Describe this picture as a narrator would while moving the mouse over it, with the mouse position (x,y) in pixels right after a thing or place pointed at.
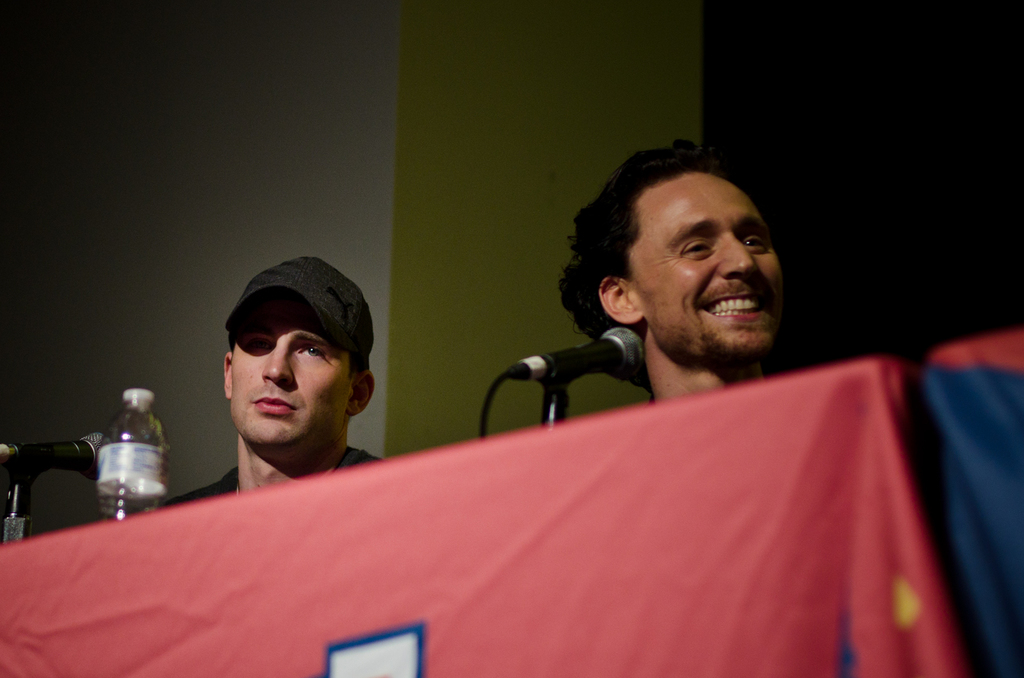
In this image I can see persons (634,327). In front of persons (632,293) there is a cloth (516,585) on the table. On the table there is a bottle (121,447) and a mike (622,368). And at the background (394,139) there is a wall (170,283).
